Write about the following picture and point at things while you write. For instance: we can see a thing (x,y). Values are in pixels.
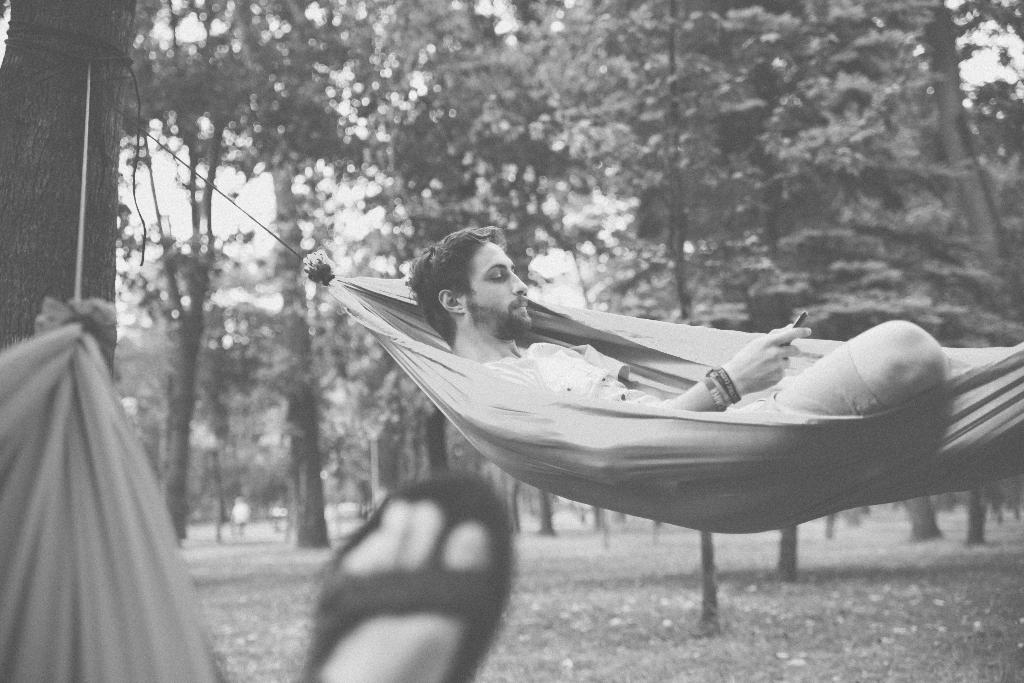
In the image we can see a man (564,358) wearing clothes (601,378), bracelets (718,381) and he is holding a gadget (793,322) in his hand (759,347). Here we can see human leg (422,631), we can see trees (631,270) and the sky (256,243).
